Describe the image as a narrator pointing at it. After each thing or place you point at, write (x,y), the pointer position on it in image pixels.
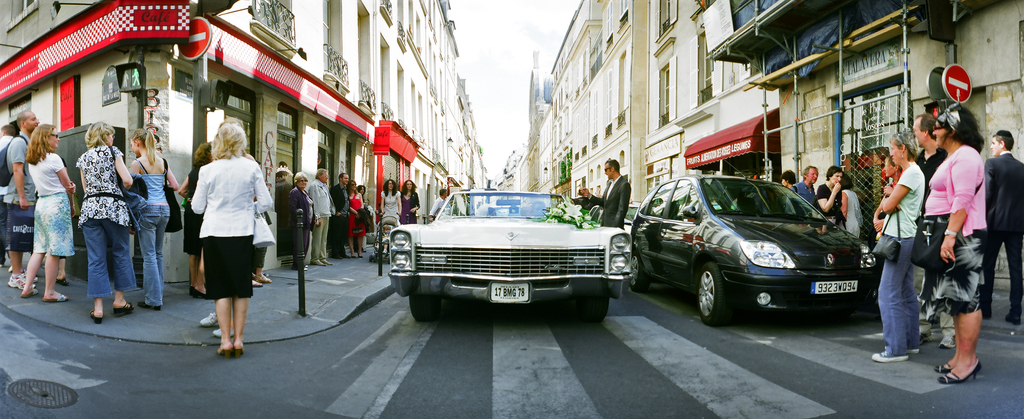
In this image, we can see vehicles (552,245) on the road (554,313) and in the background (439,116), there are many people (216,161) standing and some are wearing bags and we can see stands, buildings (664,51) and sign boards (191,83). At the top (501,111), there is sky (501,32).
